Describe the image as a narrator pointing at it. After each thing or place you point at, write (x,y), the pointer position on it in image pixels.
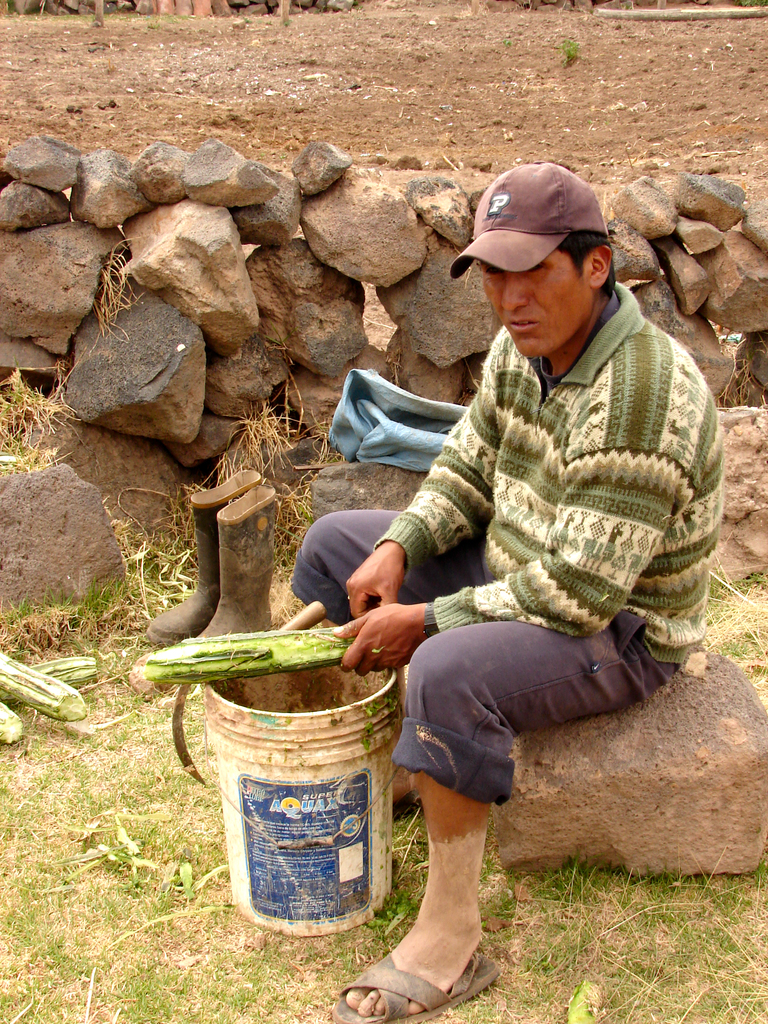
In the background (515,101) we can see the ground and the stone wall (643,308). In this picture we can see a man (710,456), wearing a cap (589,218). He is sitting on the rock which is placed on the grass (498,936). We can see a vegetable (307,636) in his hand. We can also see a bucket (317,784), knife (175,740), vegetables (64,705). Beside him we can see the boots (228,544) and a blue cloth (384,427).
